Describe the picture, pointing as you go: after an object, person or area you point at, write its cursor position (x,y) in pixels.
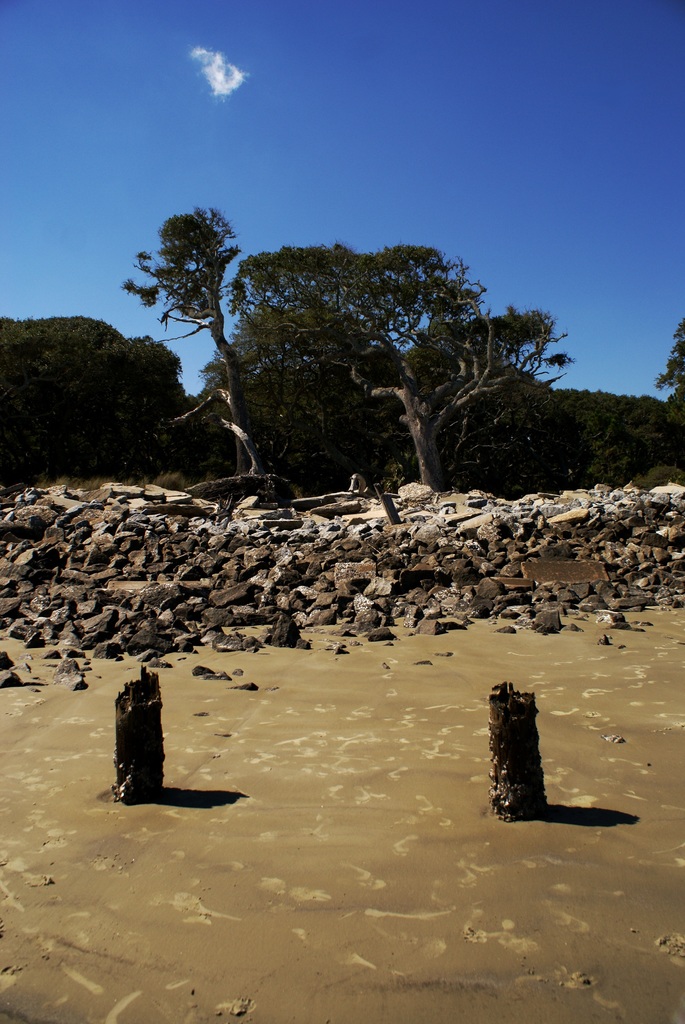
In this image, we can see mud (228,795) and there are some small stones (246,586), we can see some green color trees (300,397), at the top (326,228) there is a blue color sky (365,129).
